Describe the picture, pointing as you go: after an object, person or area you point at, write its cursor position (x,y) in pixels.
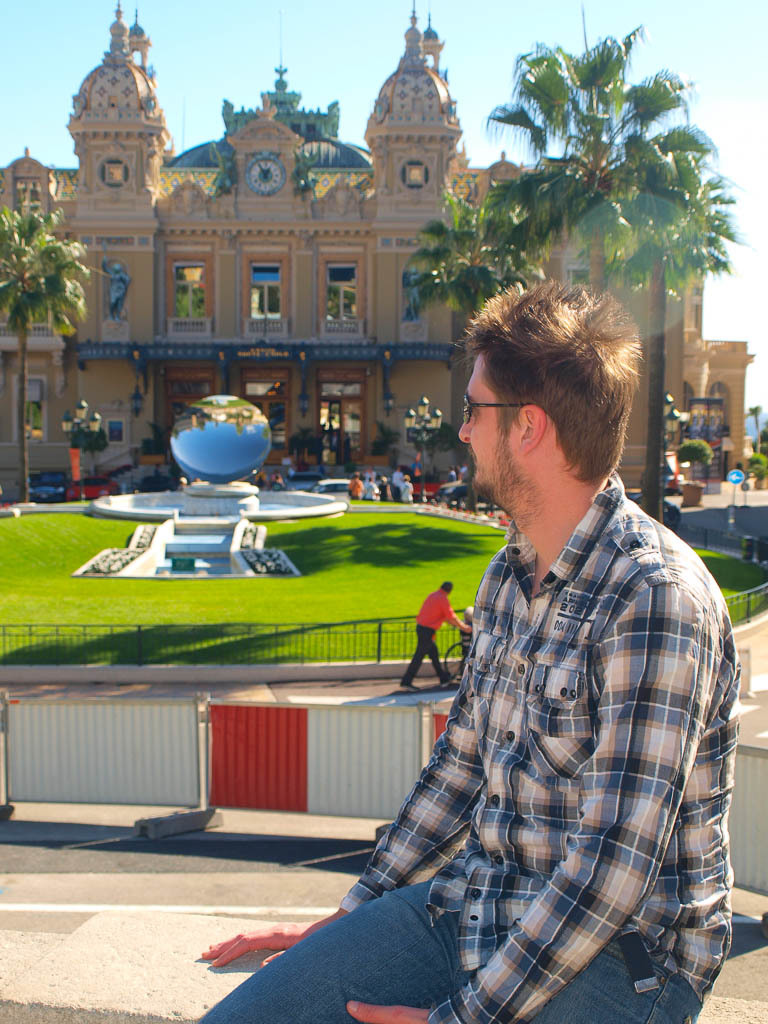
In this picture I can see a man (718,688) sitting, there are group of people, there is a kind of fountain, there is a clock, there are lights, poles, there is a building (248,372), there are trees (701,218), and in the background (495,27) there is sky (383,32).
